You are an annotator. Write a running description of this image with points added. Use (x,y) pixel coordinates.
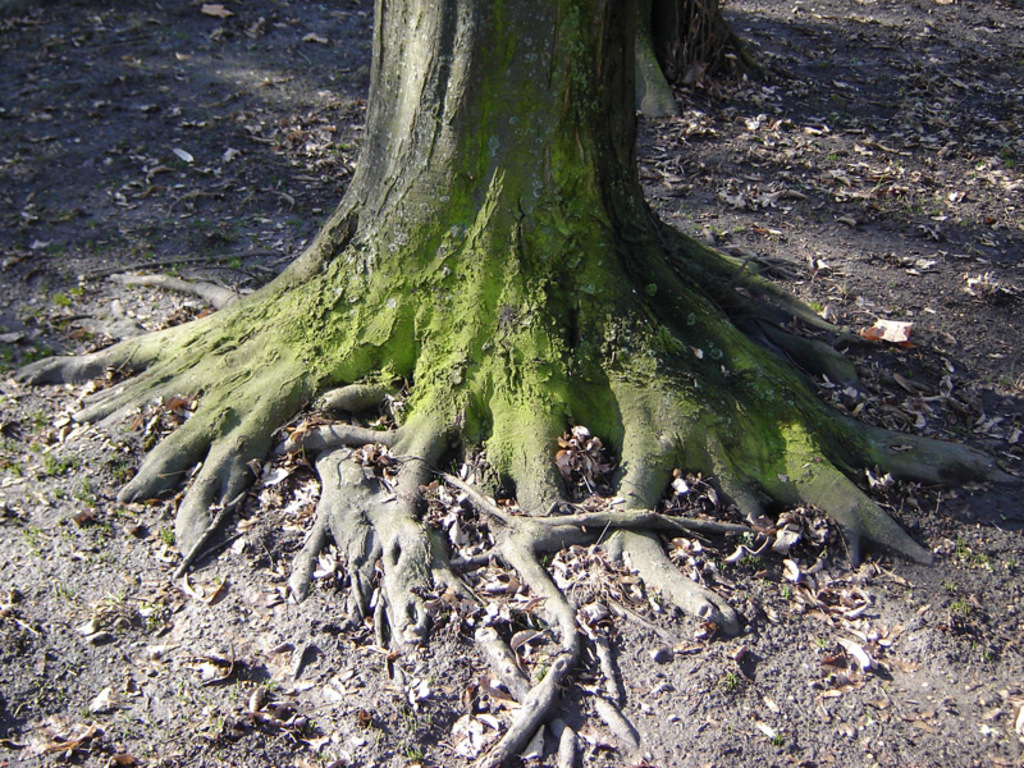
In this image there is a tree trunk (481,75). There is algae (329,328) on the trunk (506,329). At the bottom (304,573) there are roots (302,556) on the ground (496,624). There are dried leaves (89,640) and grass (87,485) on the ground (252,541).
